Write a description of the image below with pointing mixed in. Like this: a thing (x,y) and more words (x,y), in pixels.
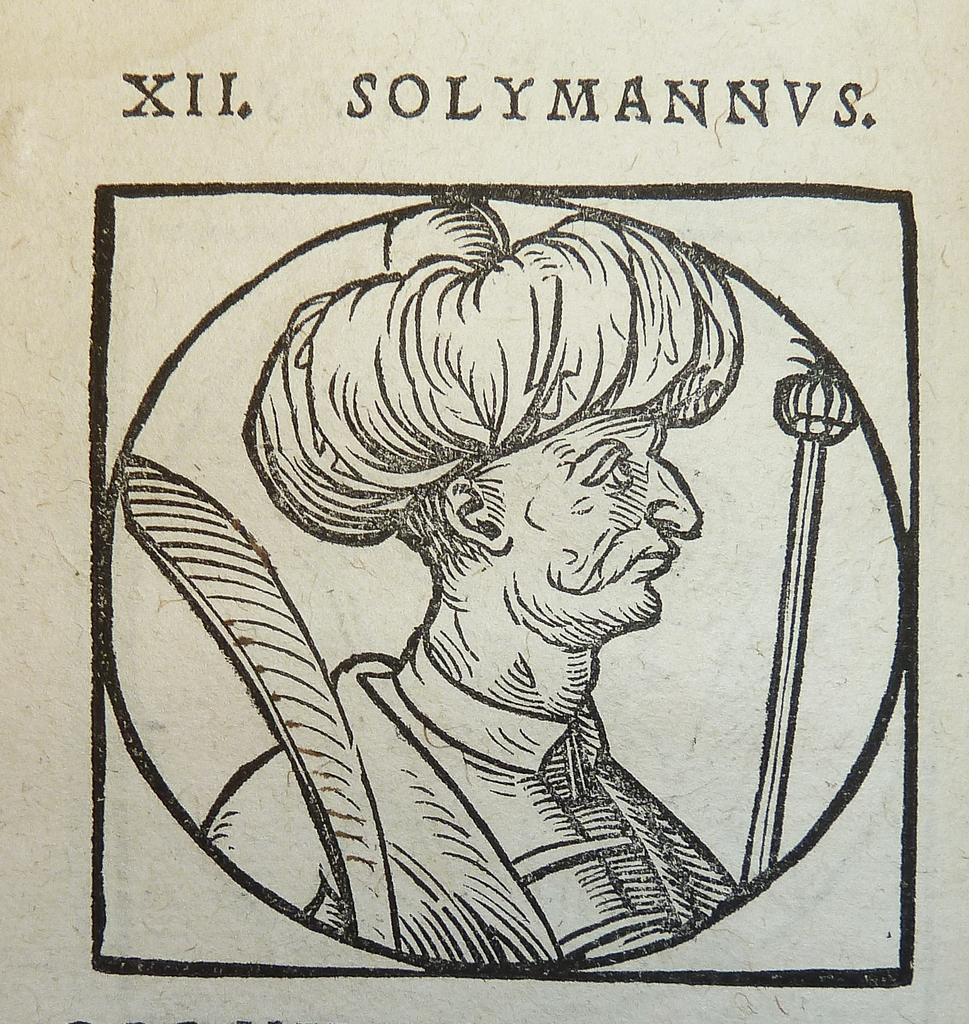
Here in this picture we can see a picture (238,291) of a person (452,582) printed on a paper (800,347) and we can see the person (539,482) is wearing a cap (494,364) and holding something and we can also see some text (152,93) printed above that.
